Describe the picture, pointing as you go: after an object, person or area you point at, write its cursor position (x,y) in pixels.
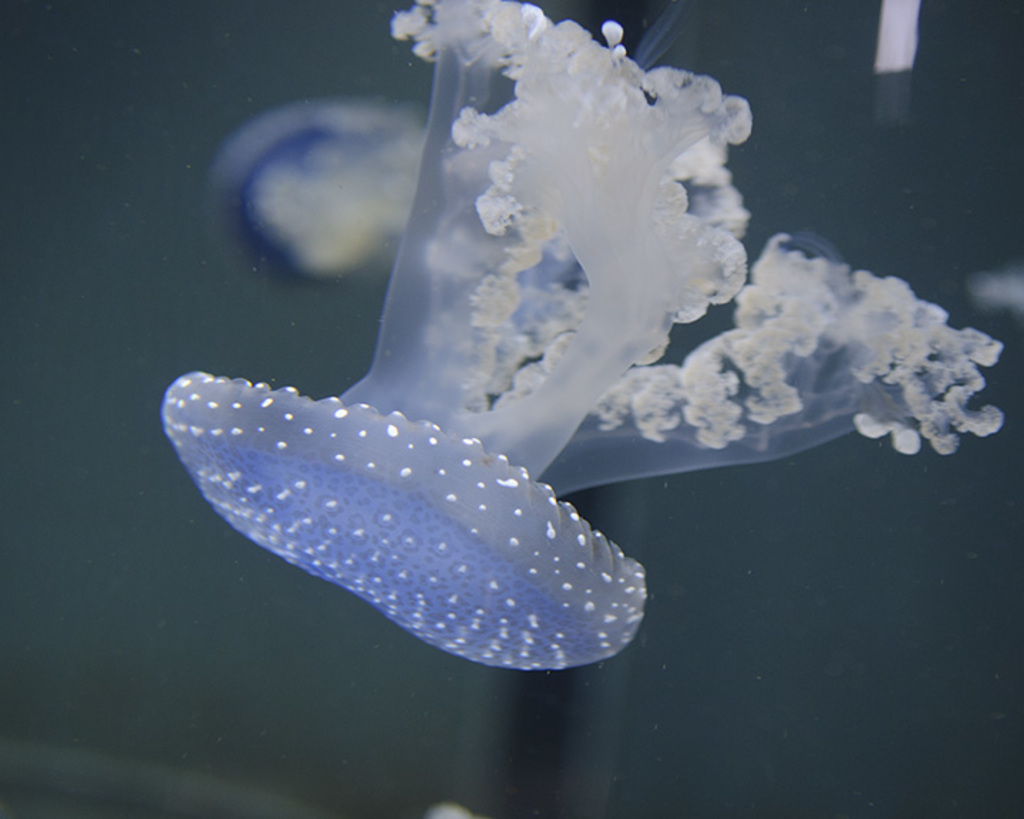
In this image we can see a jellyfish (564,513).
